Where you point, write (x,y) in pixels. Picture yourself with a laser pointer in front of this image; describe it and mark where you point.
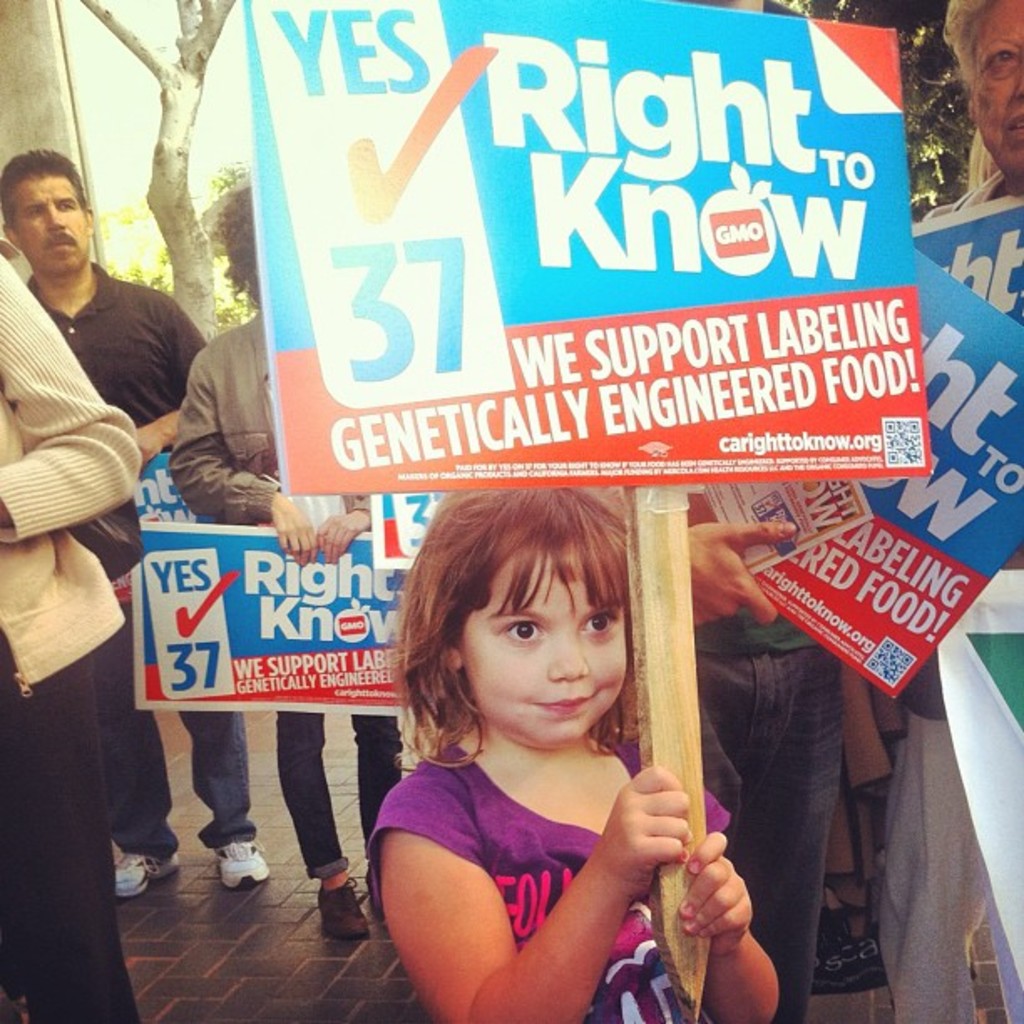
In this picture we can see people (919,866) holding boards (317,165). We can see information (645,197) on the boards (684,207). In the background (208,217) we can see leaves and branches (181,85). On the left side of the picture (5,503) we can see the partial part of a person (3,324). We can see a girl (581,866) holding a stick (673,738). In the middle portion of the picture (654,389) we can see a board (648,338) is attached to a stick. She is smiling.
